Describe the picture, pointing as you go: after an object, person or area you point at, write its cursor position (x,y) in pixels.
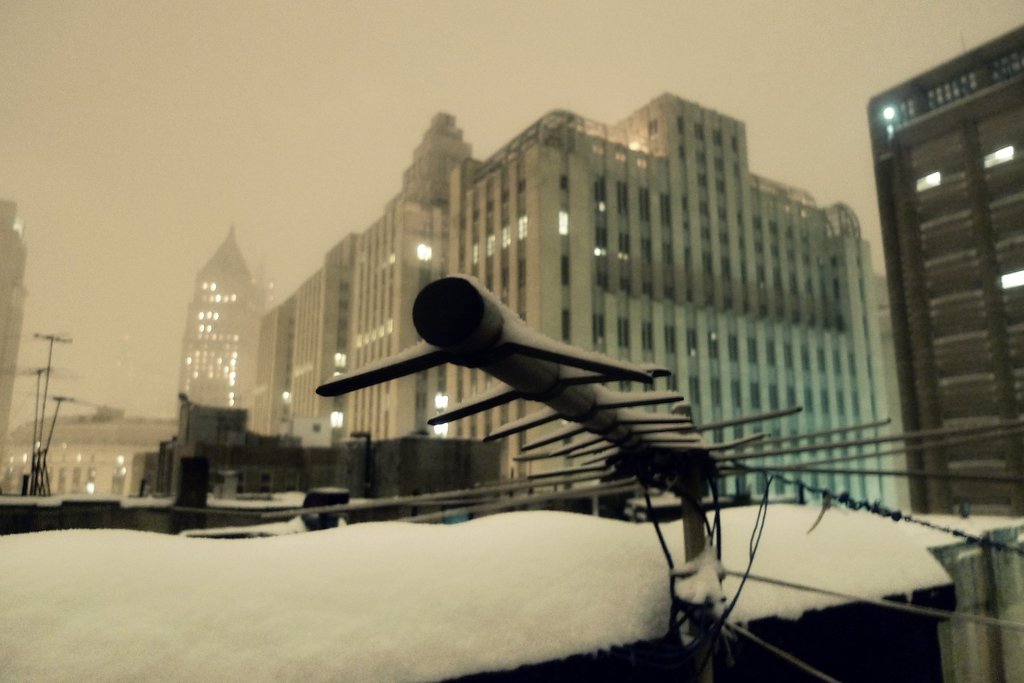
In this image I can see a pole (505,429) and few wires (788,659) in the front (745,616). I can also see number of buildings (189,378) in the background (353,394) and on the left side of this image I can see few more poles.
